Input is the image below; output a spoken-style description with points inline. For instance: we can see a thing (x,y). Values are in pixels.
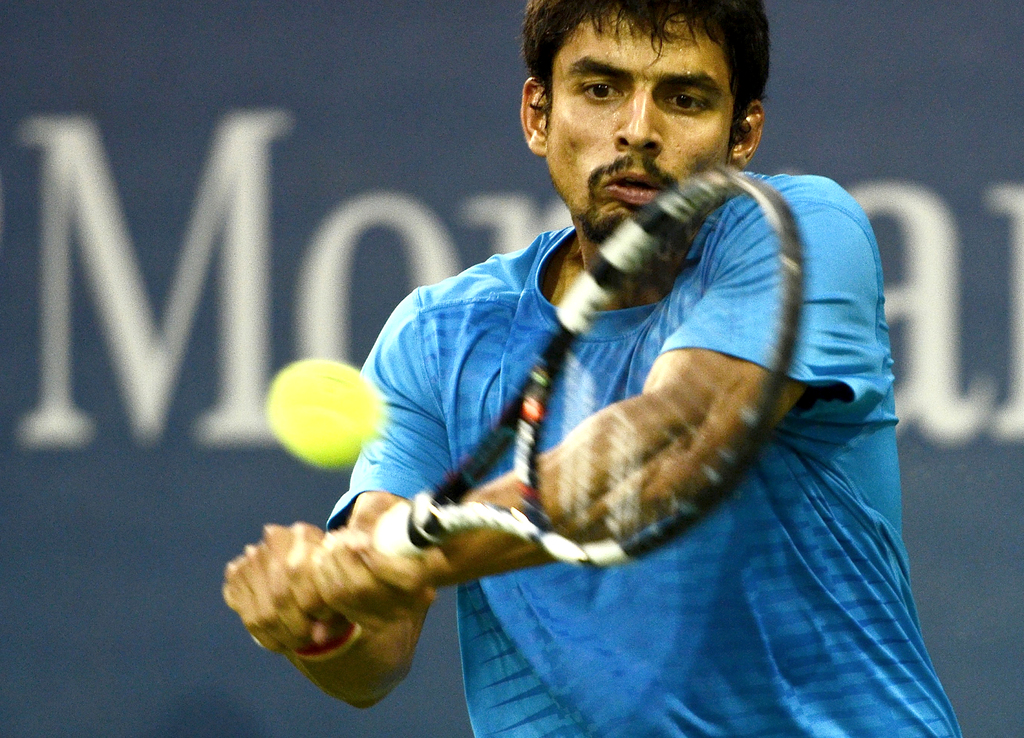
In this picture there is a man (637,169) holding a bat (718,186) and hitting a ball (342,408). He is wearing a blue t shirt (799,577). In the background (414,250) there are some text (240,289).
